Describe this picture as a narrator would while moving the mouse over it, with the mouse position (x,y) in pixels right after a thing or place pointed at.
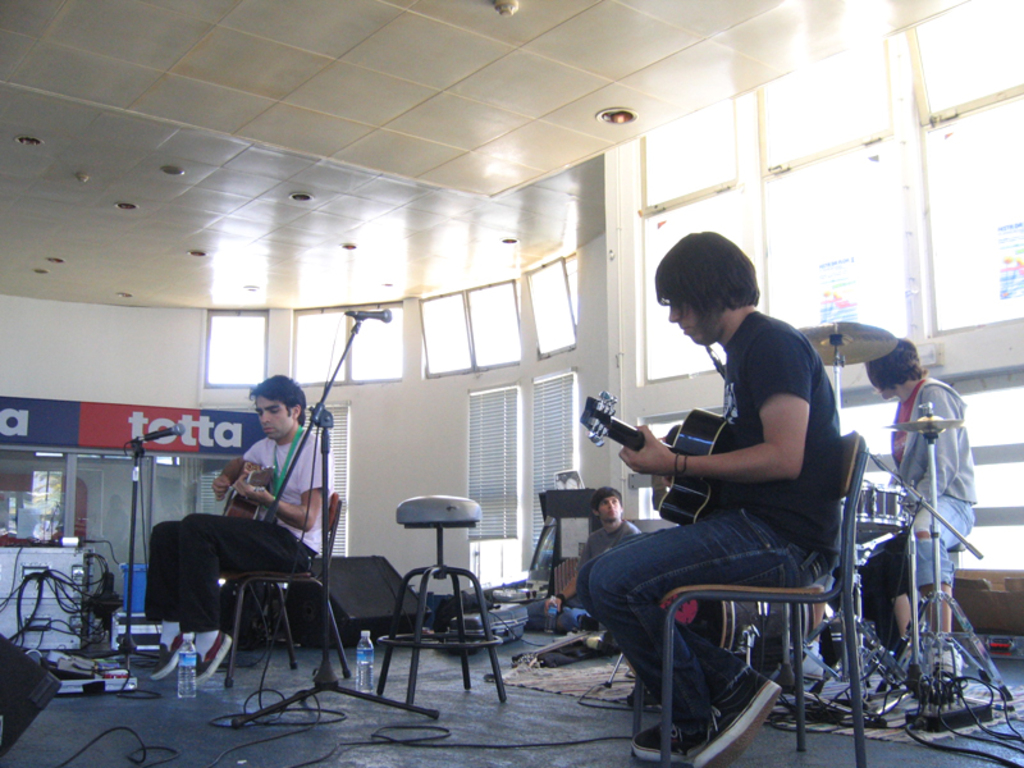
In this image I can see three people (615,612) playing the musical instruments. I can also see the mic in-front of one person (262,456). In the background (612,497) I can see another person (611,526). There are many wires (100,596), chairs (306,576) and bottles (362,684). In the background (481,455) I can see the glass windows (557,295) and the boards (167,422).
